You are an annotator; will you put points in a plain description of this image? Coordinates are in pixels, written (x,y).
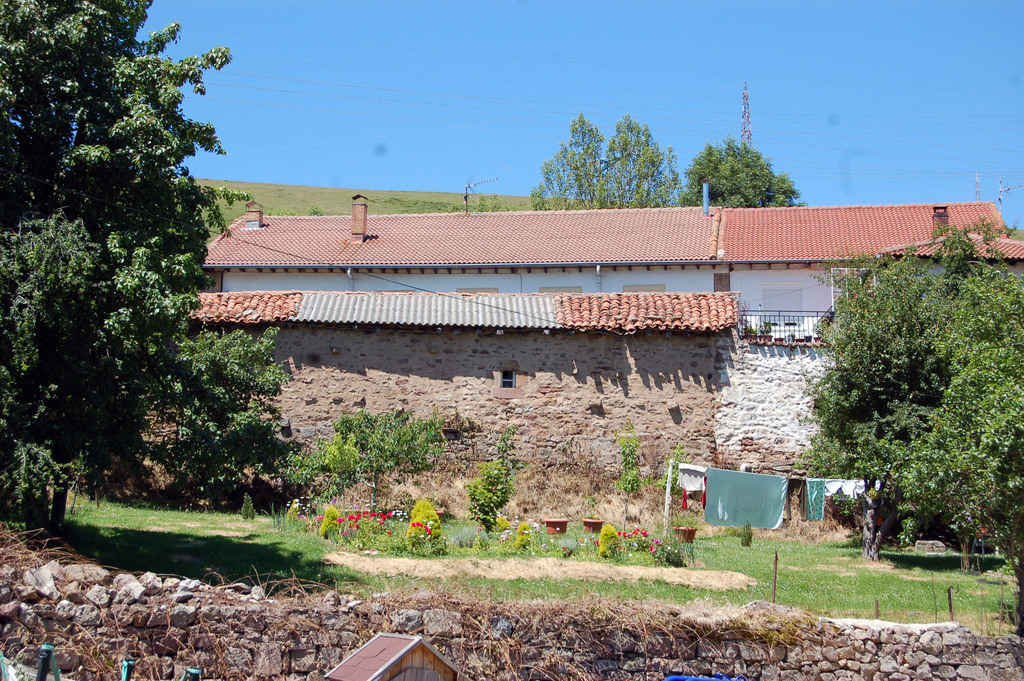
In this image we can see a house (592,347). Behind the house (645,321) trees (691,179), tower (746,94) and wires (473,107) are there. To the both sides of the image trees (106,303) are there. At the bottom of the image (319,637) boundary wall (537,650), grassy land (251,546) and plants (374,536) are there. We can see clothes (731,481) are hanging on the rope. At the top of the image (590,50) sky (560,37) is there.
